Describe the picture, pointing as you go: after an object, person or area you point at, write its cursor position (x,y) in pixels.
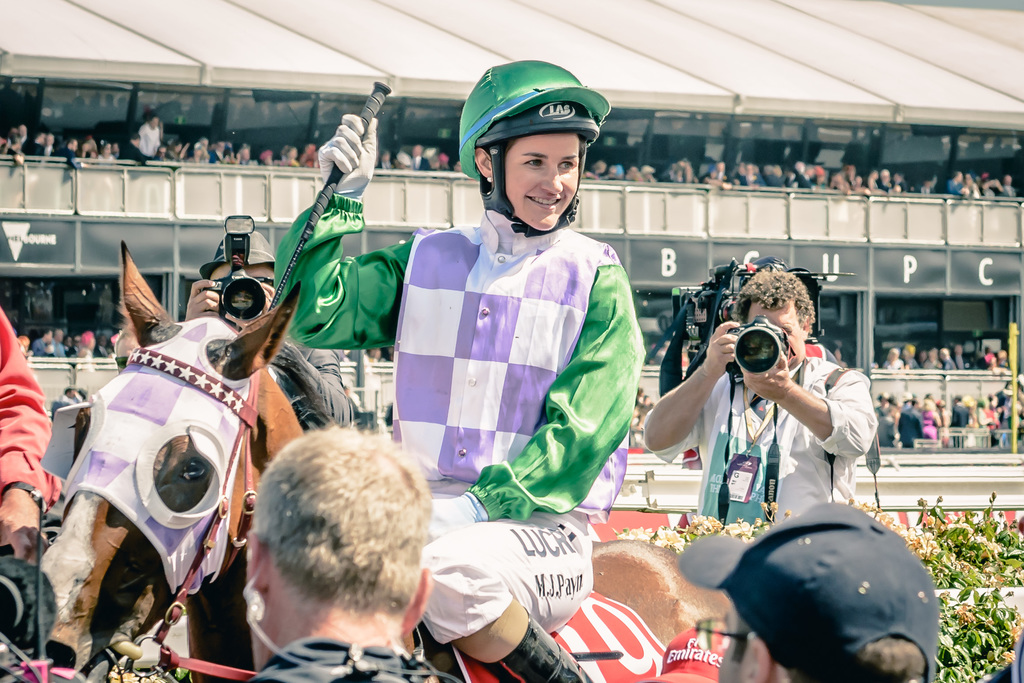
In this image we can see many people (501,545), there are cameras (735,293), plants (955,558), we can see the horse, in the background (255,167) there is a fence (792,187) and written text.
